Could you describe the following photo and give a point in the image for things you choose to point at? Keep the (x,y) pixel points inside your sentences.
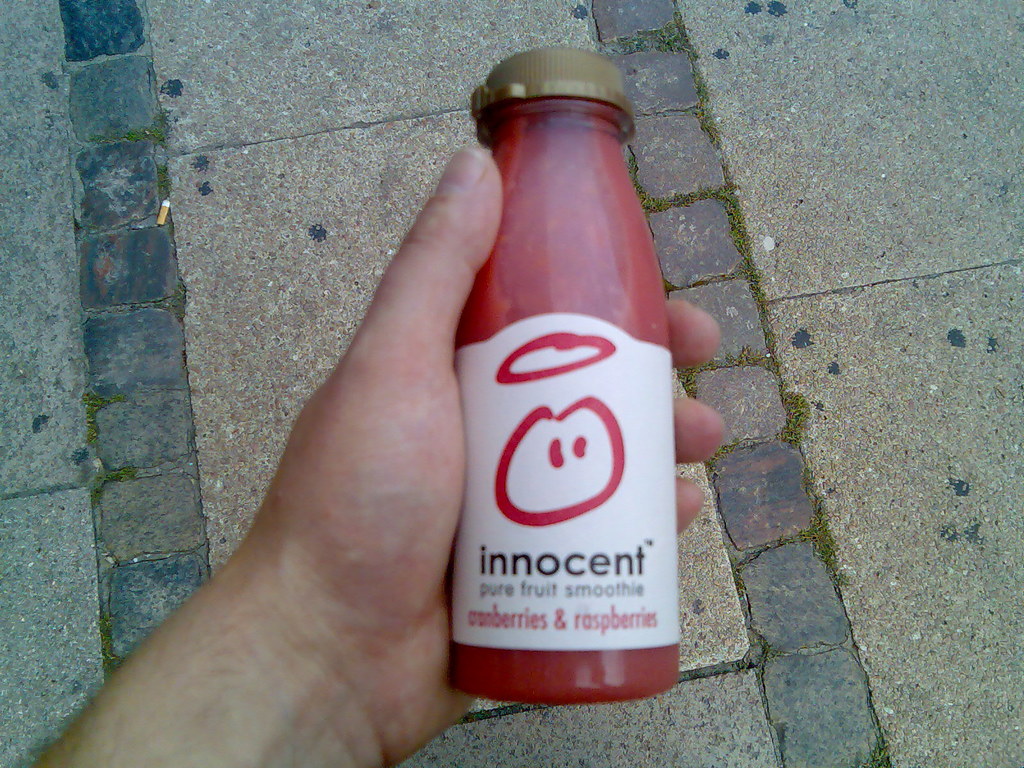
In this picture we can see a bottle (520,156) with cap (557,96) and some person (446,395) is holding in his hand (414,414) and here we can see ground (309,100).
